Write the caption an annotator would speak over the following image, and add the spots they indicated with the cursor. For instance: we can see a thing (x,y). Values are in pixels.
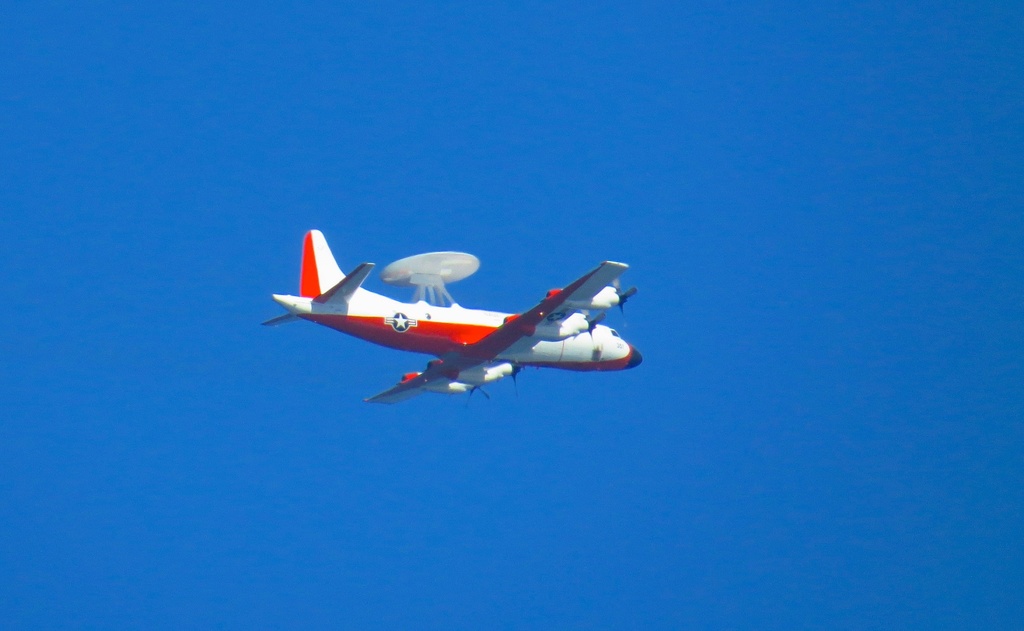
In this picture I can see the plane (569,346) which is flying in the air (379,361). In the background (773,212) there is a sky (527,443).
